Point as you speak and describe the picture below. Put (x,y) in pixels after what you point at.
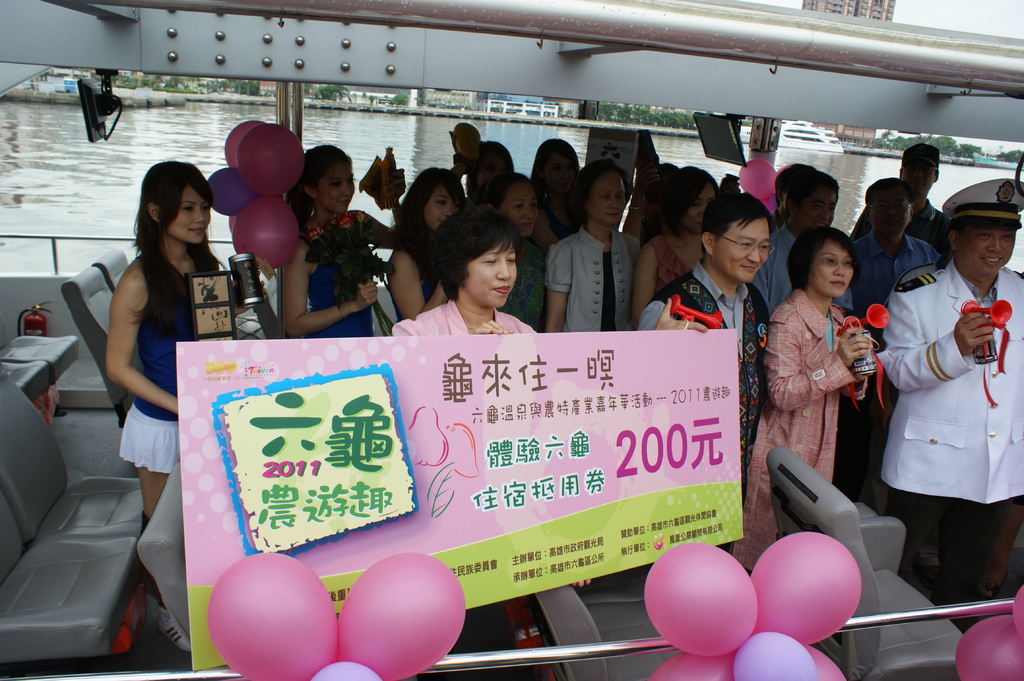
In the image we can see there are many people (659,240) standing, wearing clothes (577,234) and some of them are wearing spectacles (746,239), and a cap (959,225). There is a poster (458,453), balloons (430,612), seats (14,460), fire extinguisher (32,324), water (179,141) and plants (613,106). This is a boat (339,66) in the water (11,148).
